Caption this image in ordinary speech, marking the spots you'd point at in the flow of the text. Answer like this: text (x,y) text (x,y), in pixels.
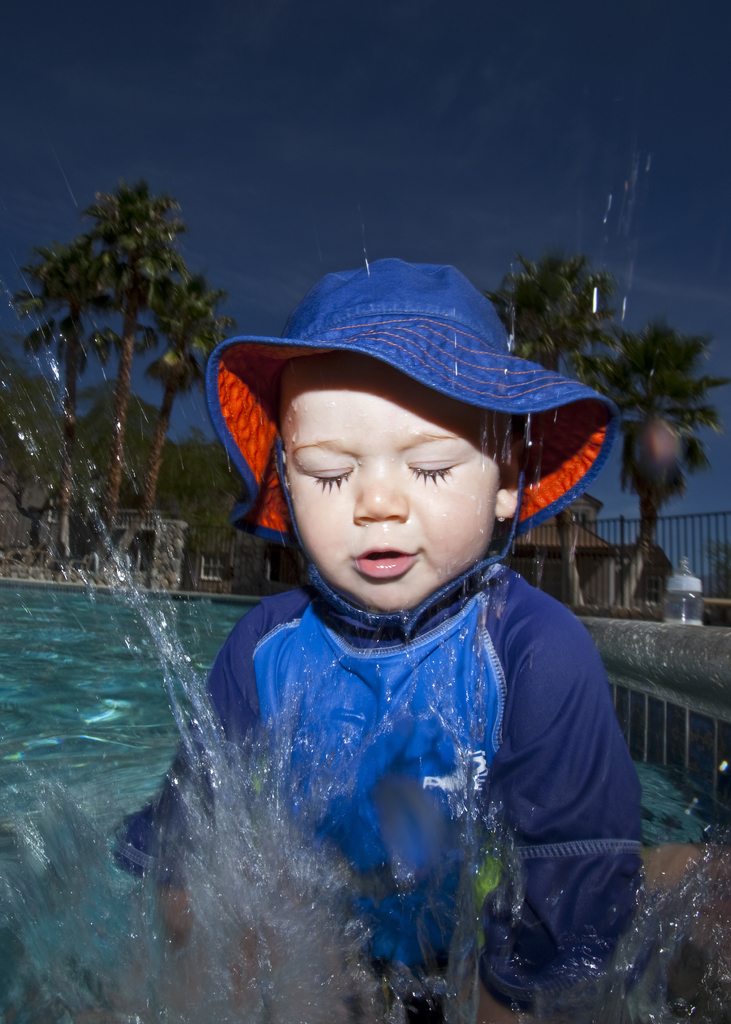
In the center of the image (382,503), we can see a kid (311,952) in the water (300,948) wearing a hat (415,368) and a coat (419,695). In the background (72,295), there are trees (544,284), buildings (600,549), fence (622,539) and a bottle (680,589). At the top (339,77), there is sky (461,156).
